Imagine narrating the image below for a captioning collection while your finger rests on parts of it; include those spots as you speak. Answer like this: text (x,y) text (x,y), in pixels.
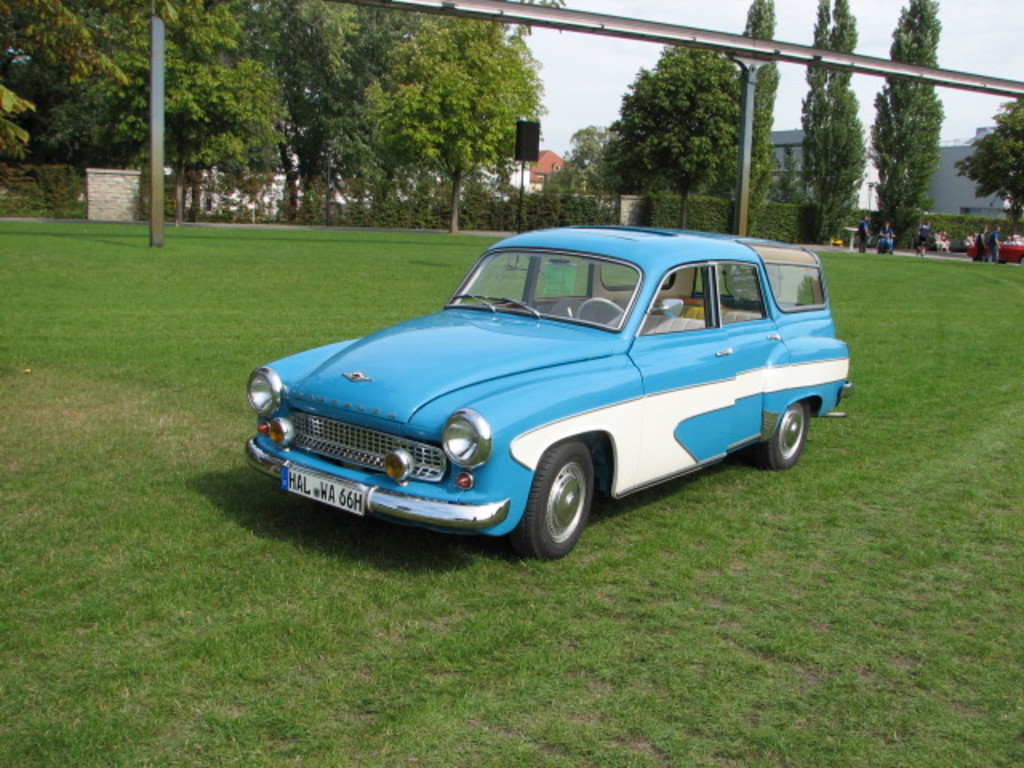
In this image, we can see vehicles (568,269) and there are some people (938,250). In the background (355,165), there are houses (531,164), trees (284,155), a board (535,149) and we can see rods (746,124). At the top (983,34), there is sky (947,54) and at the bottom (815,581), there is ground (935,367).
